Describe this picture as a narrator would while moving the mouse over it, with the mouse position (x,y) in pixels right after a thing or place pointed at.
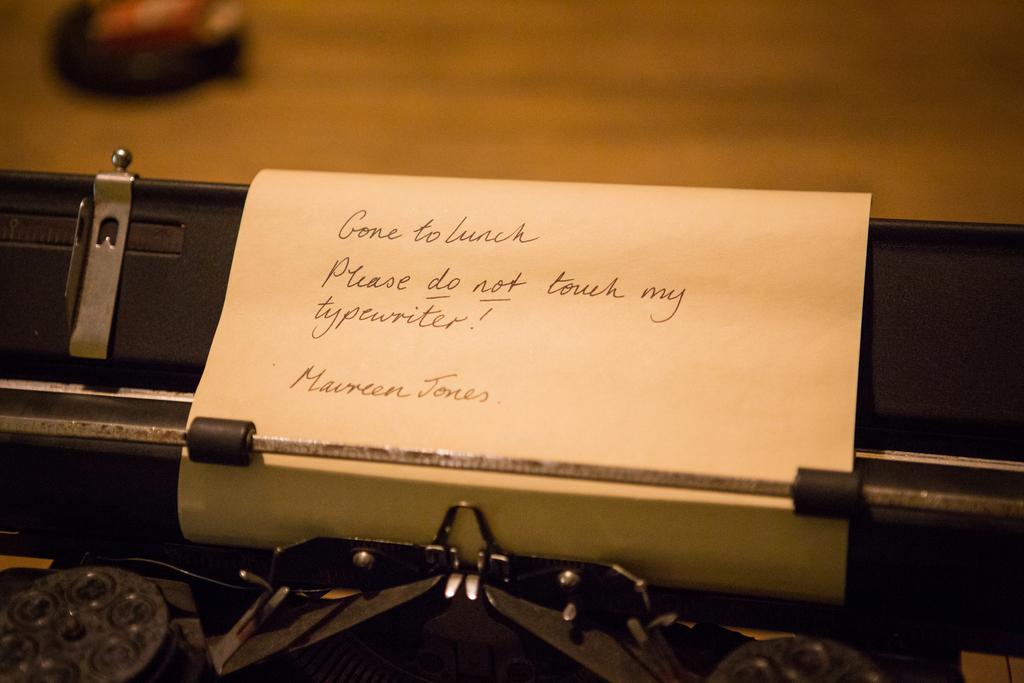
In this image we can see an object (331,548) looks like a typewriter (162,374) and a paper (596,496) with text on the typewriter (353,572) and a blurry background (680,115).
